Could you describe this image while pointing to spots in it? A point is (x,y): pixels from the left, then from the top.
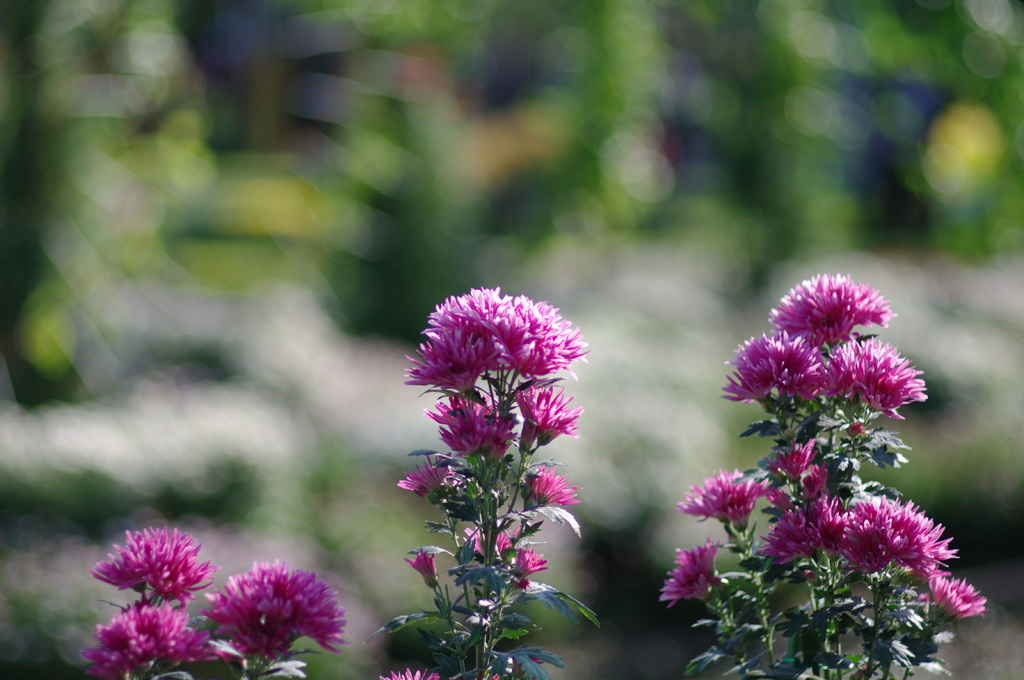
Here we can see flowers (846,358) and leaves (792,629). There is a blur background (938,82) with greenery (1019,205).
